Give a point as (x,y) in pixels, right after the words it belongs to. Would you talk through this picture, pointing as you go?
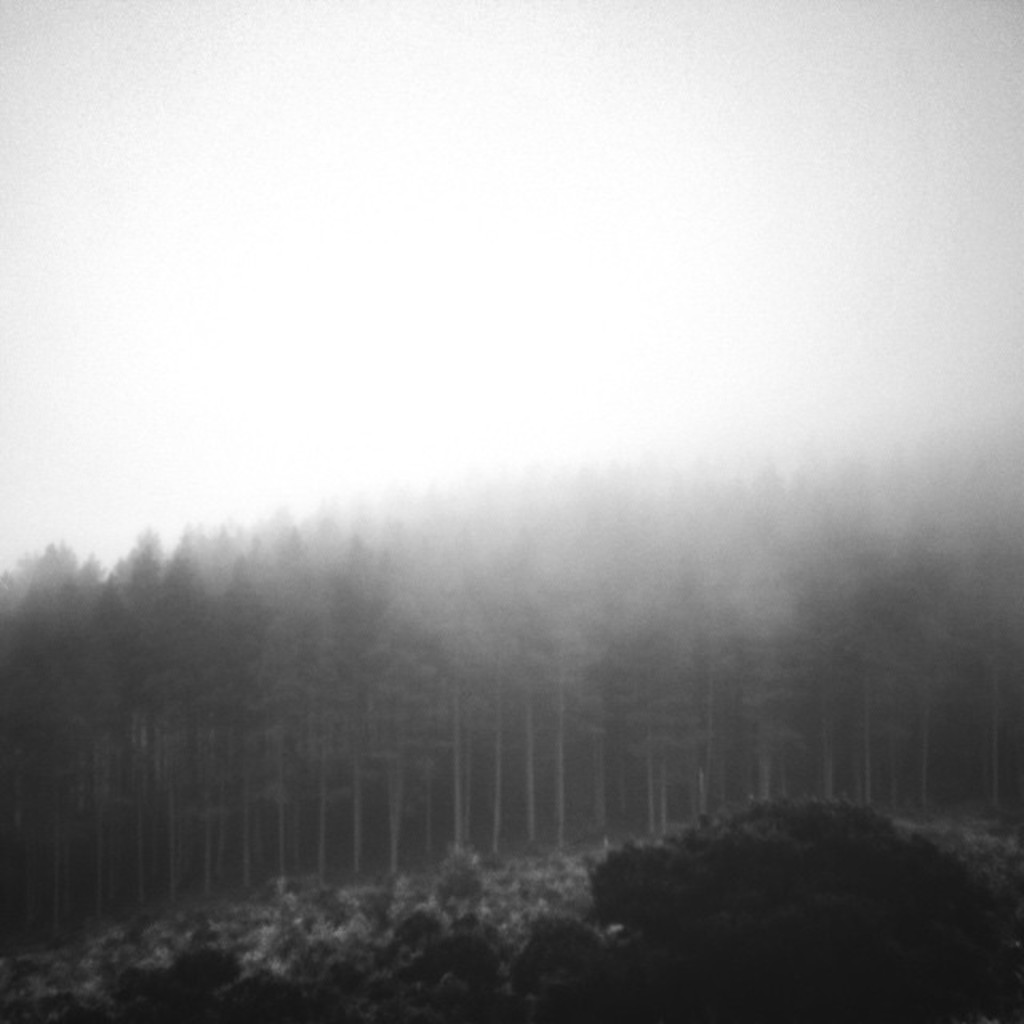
It is a black and white image, there are many tall trees (419,739) in the picture.
